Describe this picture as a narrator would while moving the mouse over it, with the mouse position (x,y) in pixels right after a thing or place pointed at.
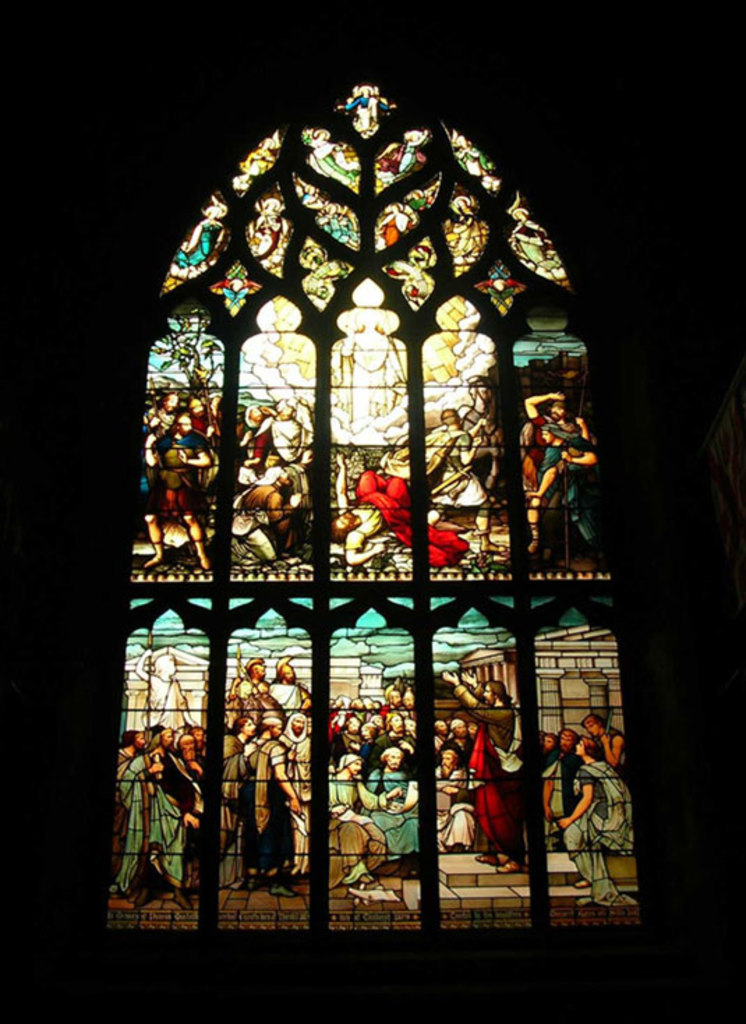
This picture seems to be clicked inside. In the center (402,494) we can see the pictures (280,871) of some persons (502,850) standing and we can see the pictures (390,532) of some objects (481,398) and the persons (480,445) on the window (395,334) of a building (542,140). The background of the image (652,149) is very dark.
